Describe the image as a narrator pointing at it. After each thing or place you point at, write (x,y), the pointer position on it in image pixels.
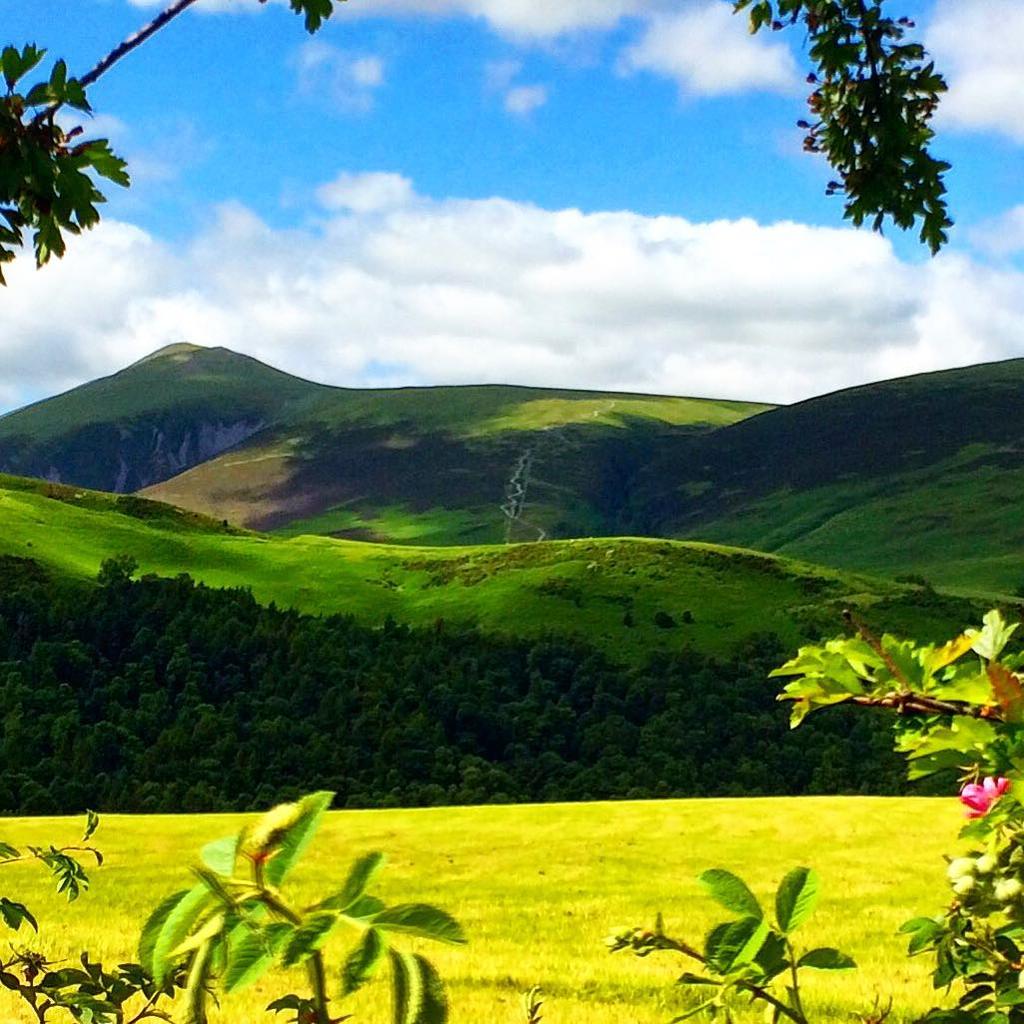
In the picture we can see a grass surface (357,1018) with some plants (202,995) near it and far away we can see trees (244,695), hills (484,587) and the hills (525,594) are covered with grass (595,600) and in the background (610,256) we can see a sky (561,313) with clouds (454,305).
